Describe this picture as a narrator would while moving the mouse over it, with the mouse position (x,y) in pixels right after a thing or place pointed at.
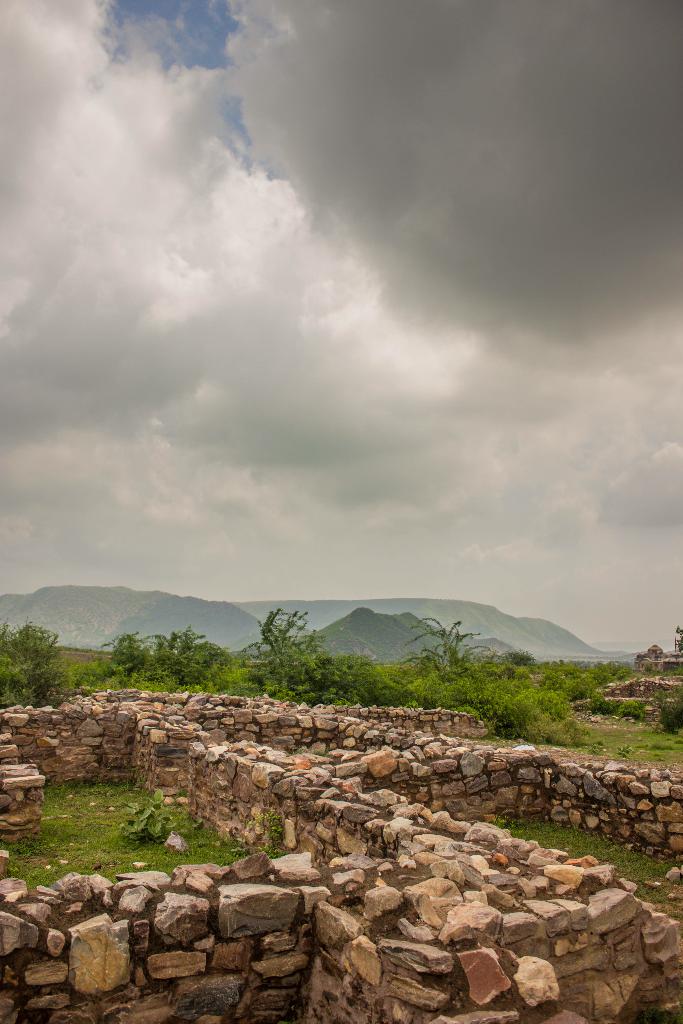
This is an outside view. At the bottom (259,789) there are walls (268,809). In the background (305,689) there are many trees (279,672) and hills (385,635). At the top of the image (278,147) I can see the sky (189,38) and clouds (420,274).
